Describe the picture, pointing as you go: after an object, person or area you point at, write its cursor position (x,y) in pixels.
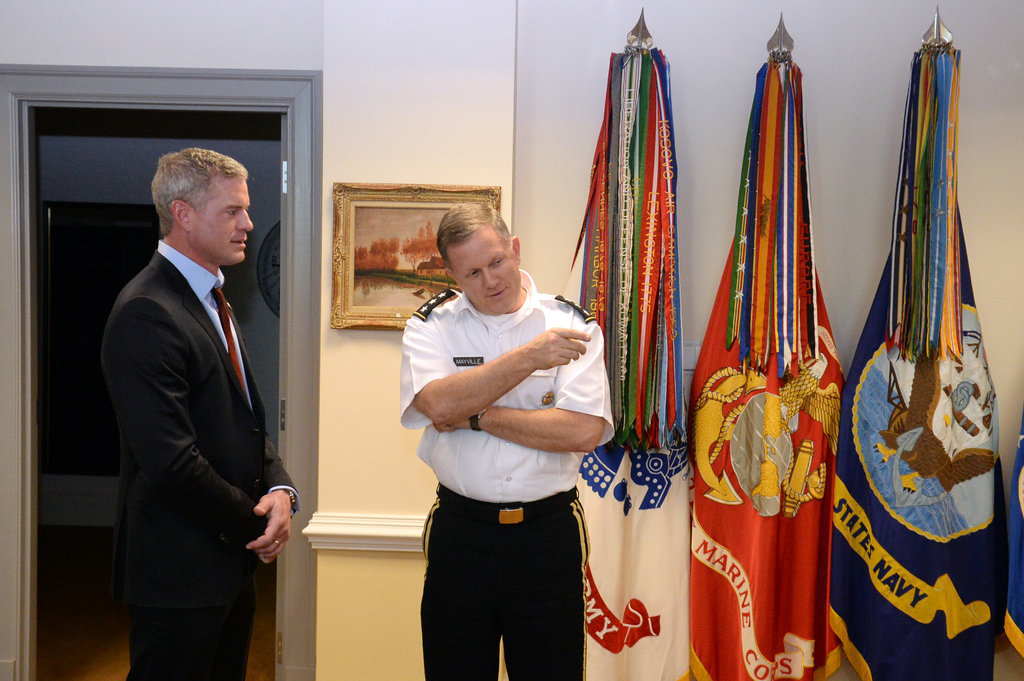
In this image we can see two persons (458,341) standing. One person (222,399) is wearing a coat (219,385) and tie (234,363). One person (516,394) is wearing a white shirt (516,450). In the background (590,578), we can see a group of flags (937,424), photo frames (395,270) on the wall (325,415) and a door (18,236).
